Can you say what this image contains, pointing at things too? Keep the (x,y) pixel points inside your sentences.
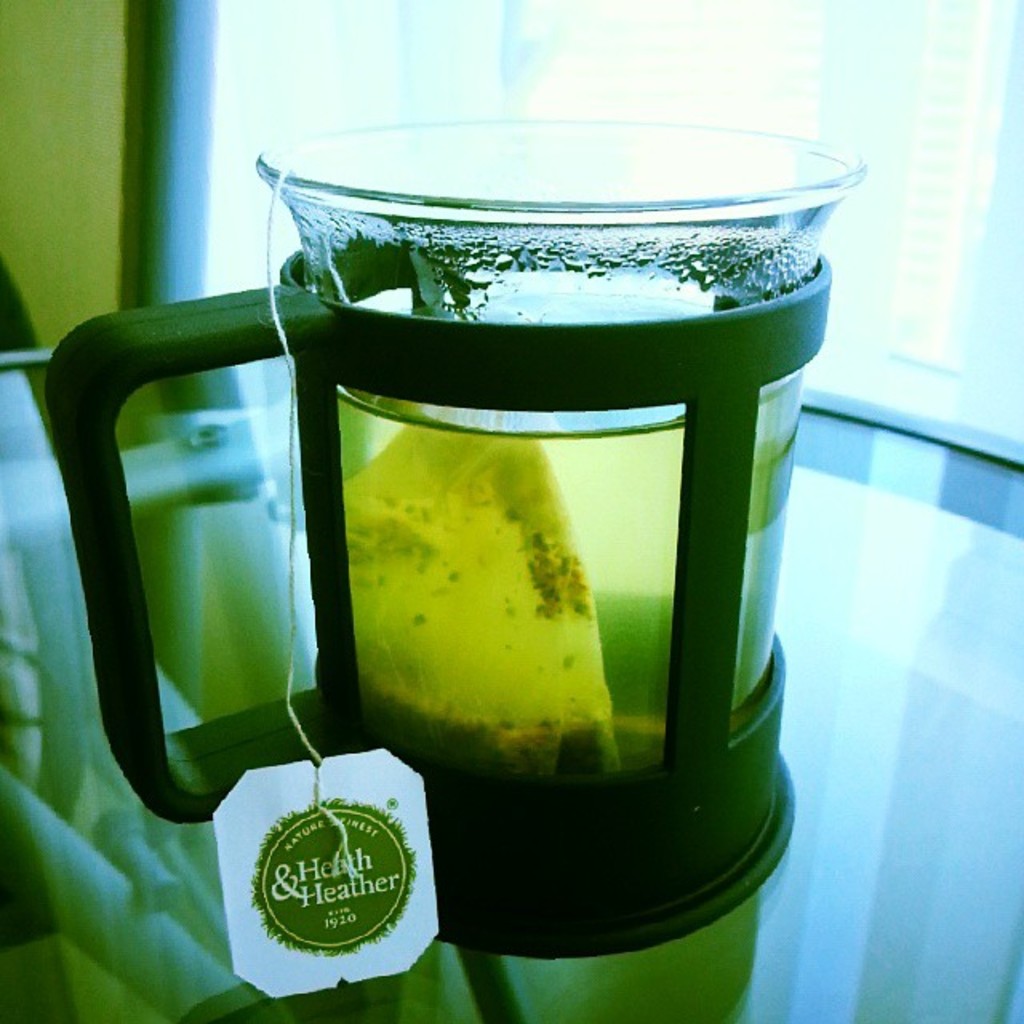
In this image there is a tea (597,532) in the glass jar (676,624) which is placed on the table (845,977). In the background of the image (847,24) there is a glass window (227,76).
